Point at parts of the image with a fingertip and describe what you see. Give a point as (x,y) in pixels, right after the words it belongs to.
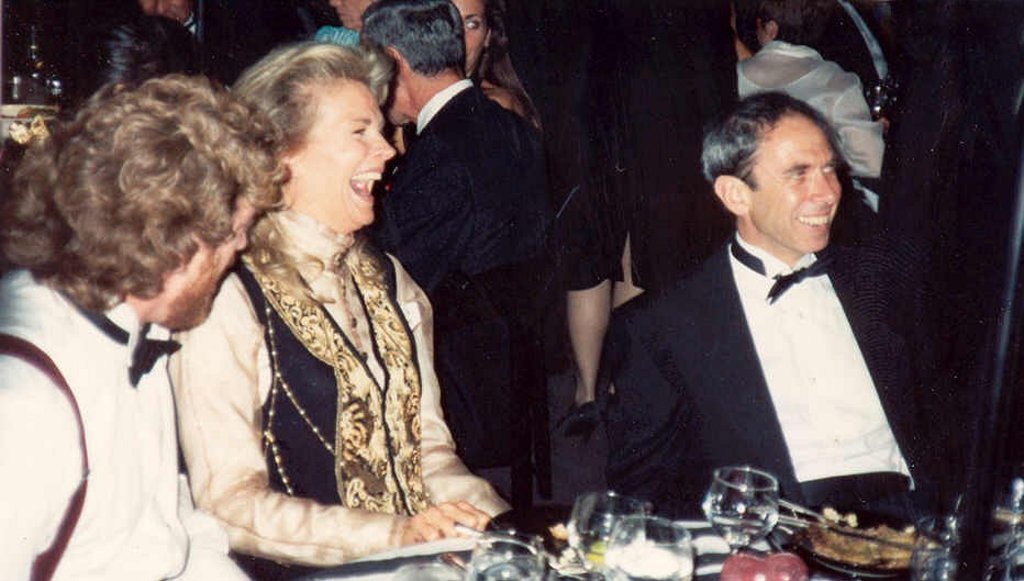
Here people (331,360) are sitting, here there are glasses (739,497).
